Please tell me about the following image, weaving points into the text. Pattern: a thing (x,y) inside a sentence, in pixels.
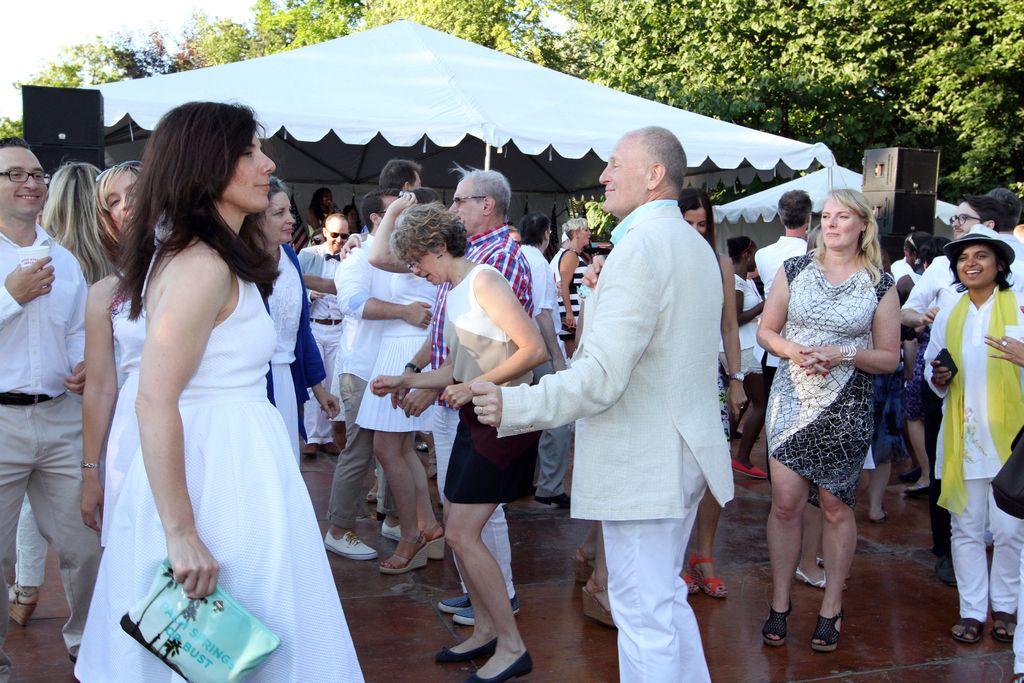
In this image, I can see a group of people (708,231) standing on the floor (721,618). In the background (406,145), I can see the canopy tents (465,117), speakers (62,105), trees (738,35) and there is the sky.
